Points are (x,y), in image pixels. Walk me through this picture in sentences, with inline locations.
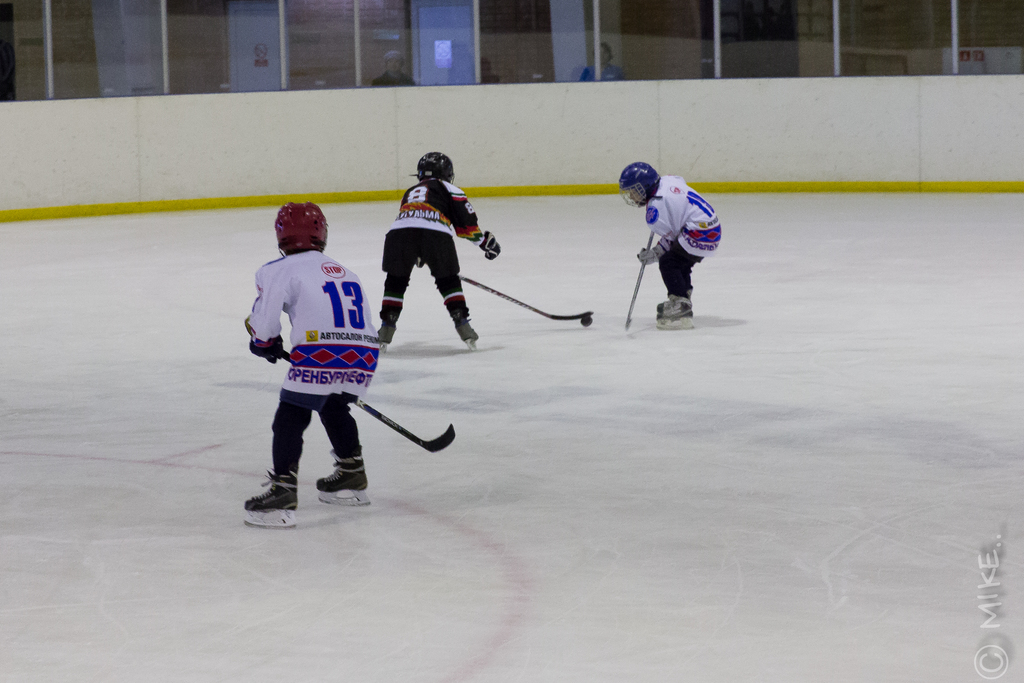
In this image in the center (404,295) there are persons (451,277) playing. In the background (228,69) there is mirror (487,58) and behind the mirror (481,51) there are persons (395,71).
